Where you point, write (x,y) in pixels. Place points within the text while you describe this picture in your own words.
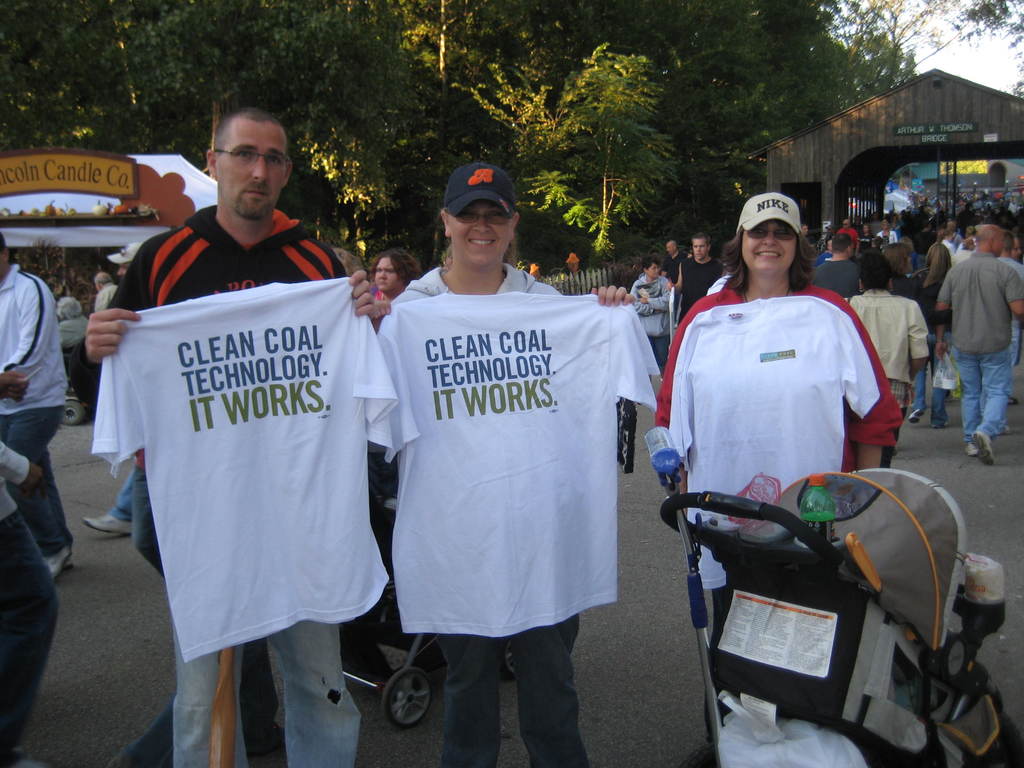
In this image we can see many people (922,329). There are few people (564,451) holding some objects (422,387) in their hands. There are many trees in the image. There is a store (97,234) and shed (897,107) in the image. There is a sky (962,49) in the image. There is an object (761,542) at the bottom of the image (829,580).
